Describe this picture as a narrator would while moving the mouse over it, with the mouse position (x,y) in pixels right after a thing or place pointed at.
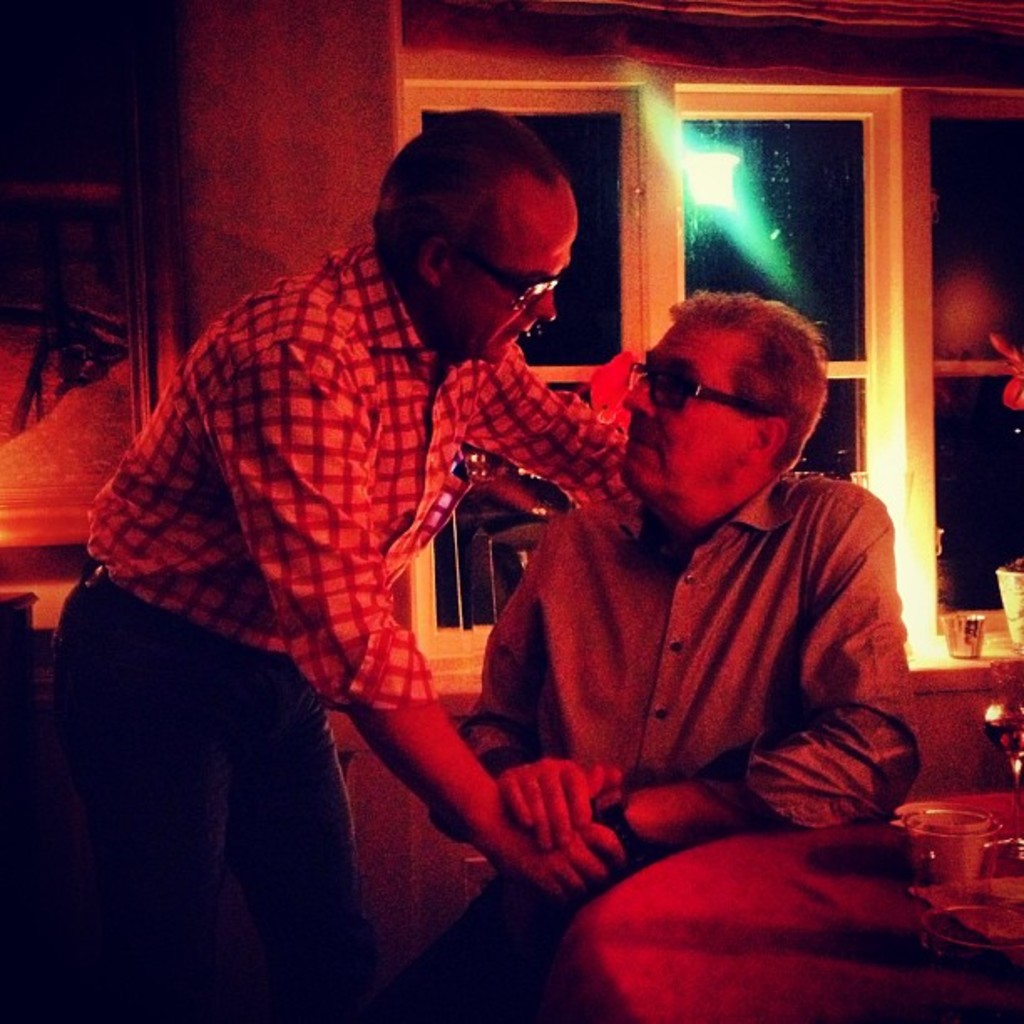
In this image I can see two persons (283,402). The person (829,676) at right (770,659) is sitting on the chair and the person (313,534) at left (287,527) is standing. Background (759,145) I can see few glass windows (724,152).
